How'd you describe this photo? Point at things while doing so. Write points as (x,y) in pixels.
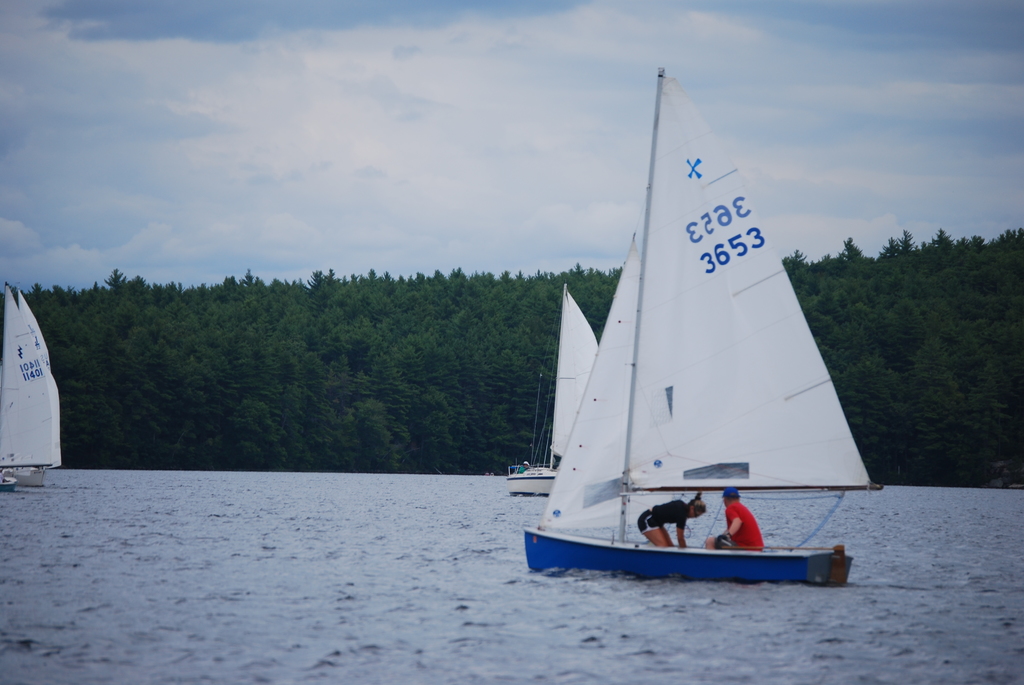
In the foreground of the picture (760,426) there is a water body (373,539), in the water (296,474) there are boats (553,522). In the boat (791,560) there are people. In the background (318,322) there are trees (362,336). Sky (513,68) is partially cloudy.
